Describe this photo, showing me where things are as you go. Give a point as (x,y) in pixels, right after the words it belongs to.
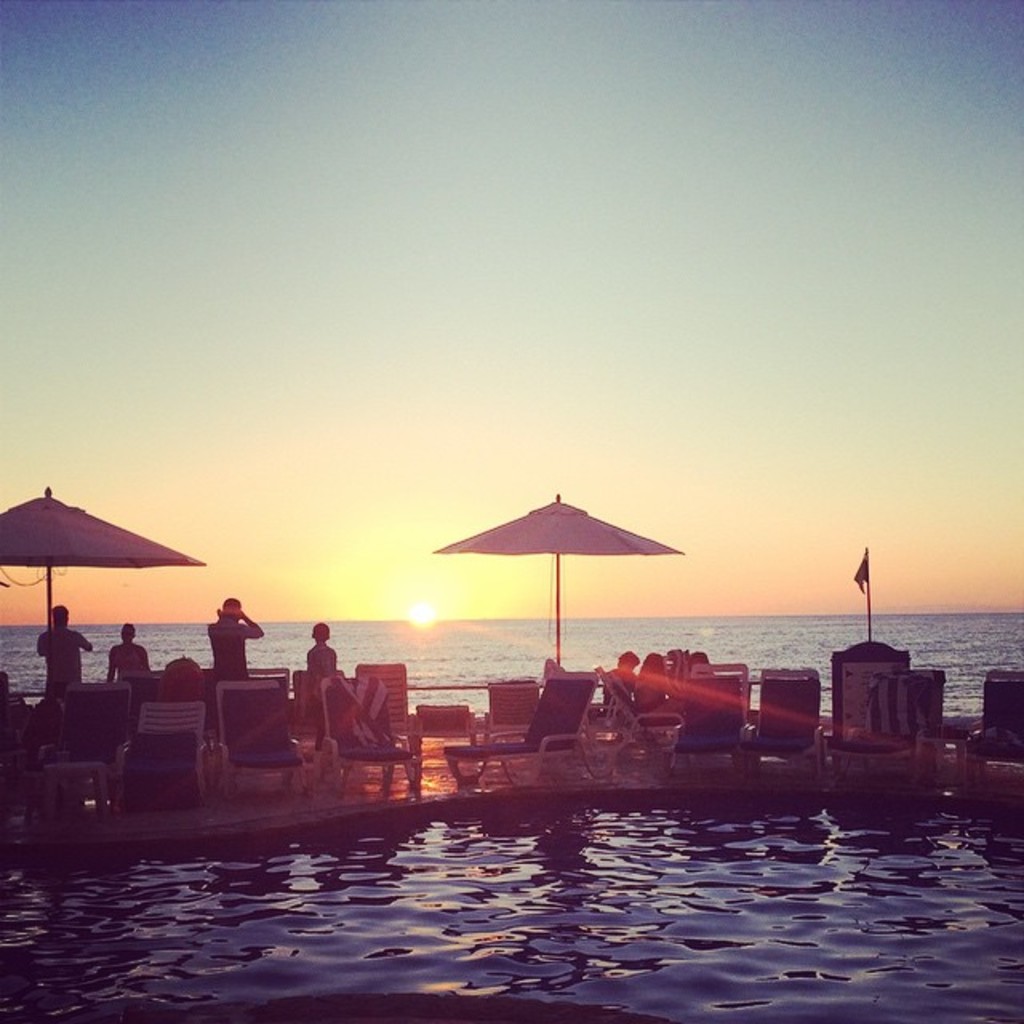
In the center of the image (400,673), we can see a deck (801,763) and there are chairs (578,704) and we can see people (662,702) sitting on the chairs (620,708) and some are standing and there are tables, umbrellas (138,563) and a flag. At the bottom (626,855), there is water (794,875) and in the background (332,480), we can see sunset (411,565).
